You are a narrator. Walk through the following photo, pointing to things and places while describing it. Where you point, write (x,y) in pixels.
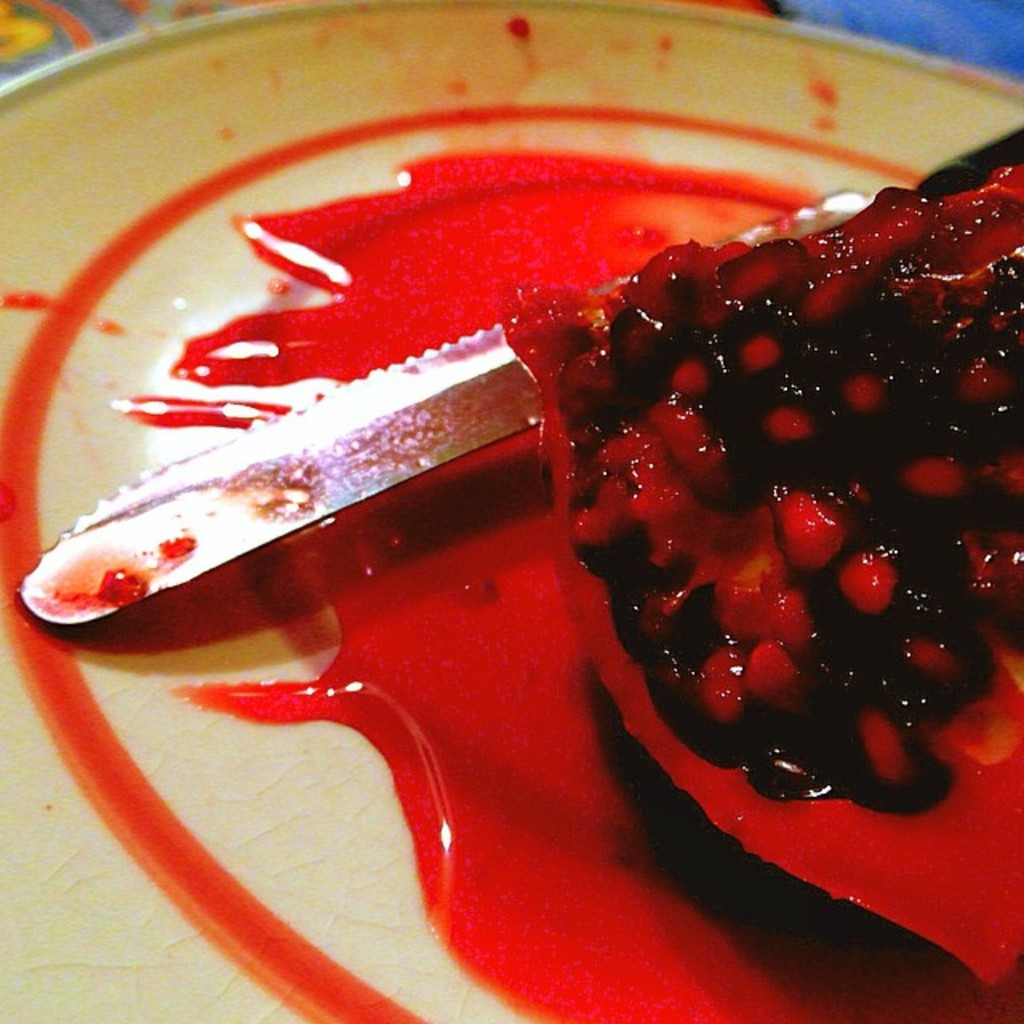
In this picture we can see a pomegranate (646,336) and a knife (240,455) in the plate (184,312).
